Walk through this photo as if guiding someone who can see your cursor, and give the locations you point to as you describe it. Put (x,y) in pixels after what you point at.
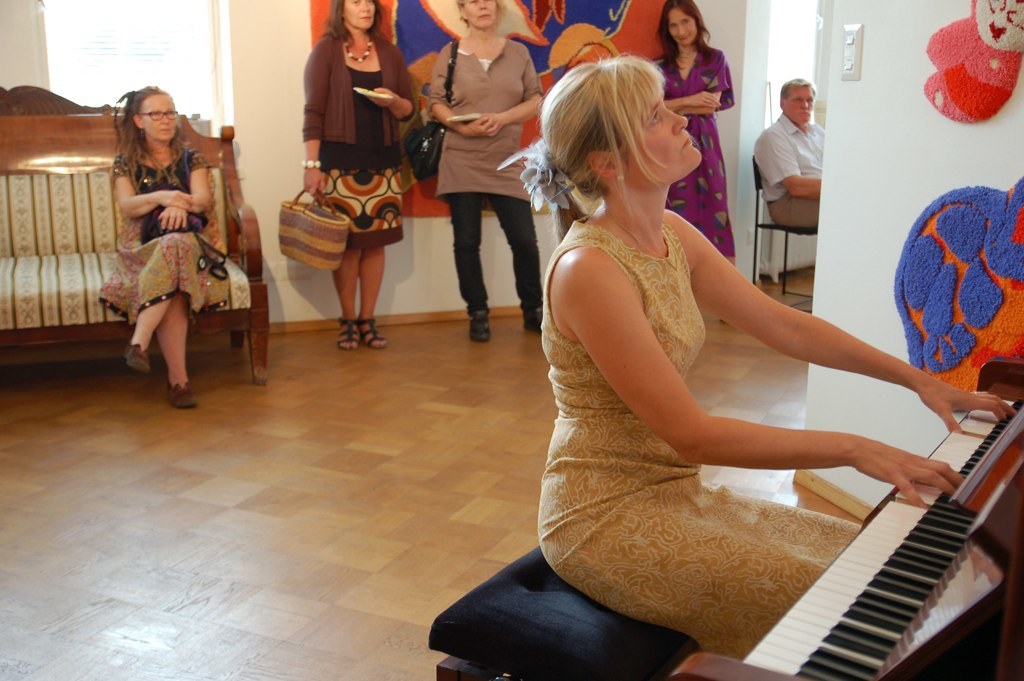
On the background (145,35) we can see window (209,45) and three women (501,51) standing near to the wall (745,52). Here we can see a man (777,148) sitting on a chair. We can see a woman (139,165), wearing spectacles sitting on sofa (83,251). This is a floor (387,491). Here we can see a women (543,478) sitting on stool (571,593) and playing a piano (931,548), a musical instrument (930,537). We can see woolen handmade (967,193), handicrafts (1006,71) on a wall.
